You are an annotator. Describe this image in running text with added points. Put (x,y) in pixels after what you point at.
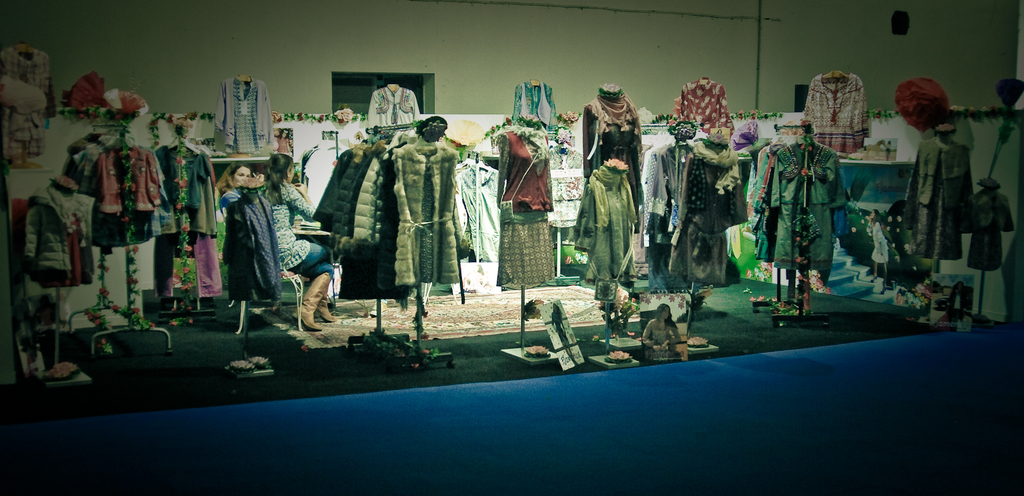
In the center of the image (357,220) there is a wall (675,67), clothes (379,245), stands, two persons (299,189), staircase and a few other objects (24,330).
